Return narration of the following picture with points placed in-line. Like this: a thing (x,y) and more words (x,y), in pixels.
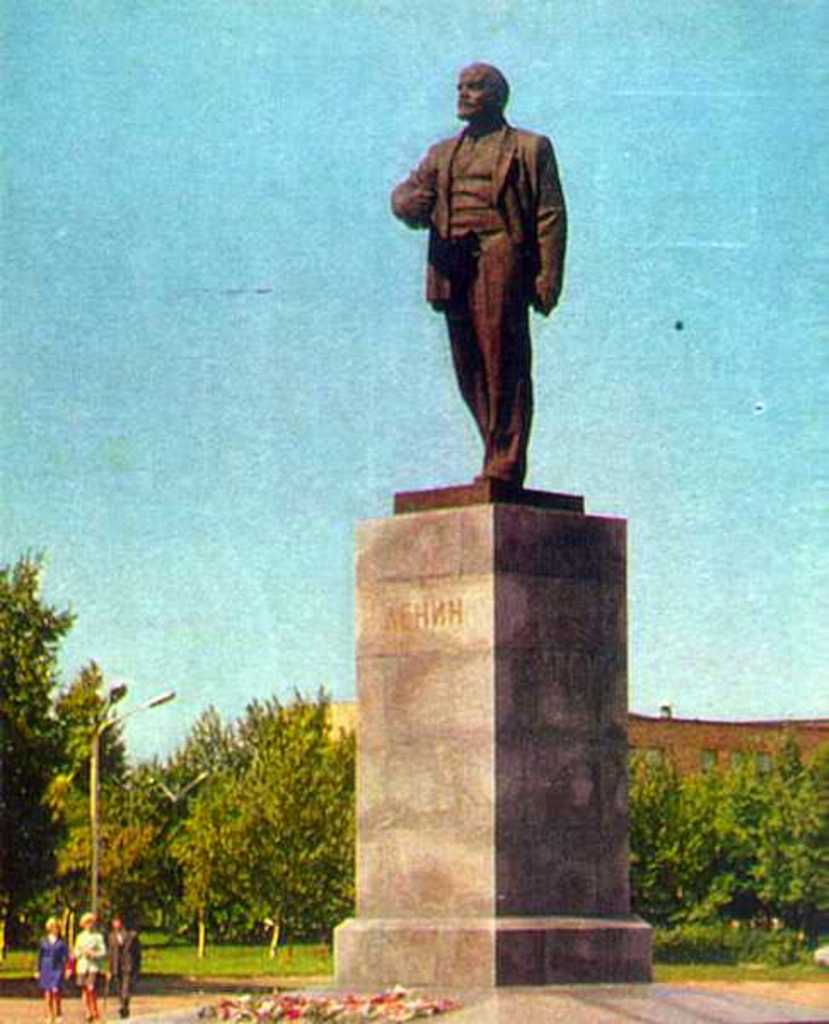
In this picture there are people (58,966) walking and we can see sculpture (490,450) on the platform (490,548), grass (261,969), lights (201,778), pole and trees (100,903). In the background of the image (694,768) we can see wall (695,744), windows (765,763) and sky (670,198).
